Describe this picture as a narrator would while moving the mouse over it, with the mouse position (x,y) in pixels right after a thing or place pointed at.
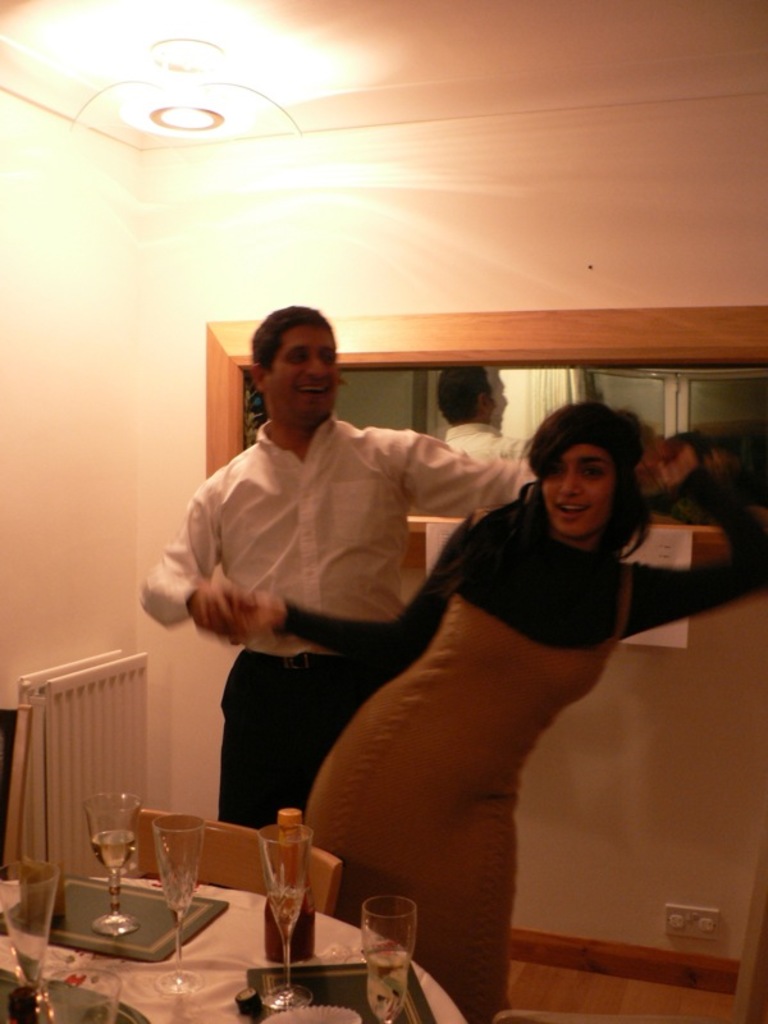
This picture is clicked inside the room (746,666). We see woman (494,688) in brown dress (369,774) is standing in front of man (345,673) and she is holding his hands (229,598). The man (380,598) in white shirt (286,490) behind her is catching her hands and he is smiling. I think both of them are dancing. Behind them, we see a mirror (491,399) and a white wall (140,211). On the left bottom of the picture (236,958), we see a table (187,945) on which glass (131,837), wine bottle (311,943), plate (324,978) is placed on it.
